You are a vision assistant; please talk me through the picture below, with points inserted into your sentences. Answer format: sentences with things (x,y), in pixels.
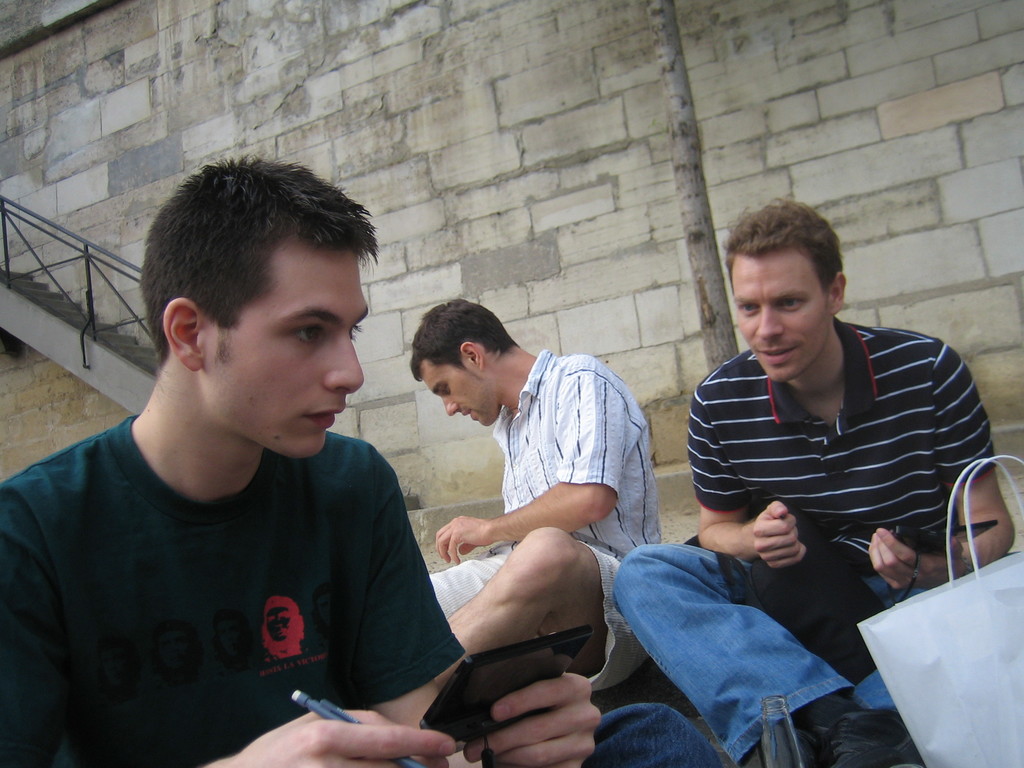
In this picture we can see a man (329,634) holding a pen (317,700) and an object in the hands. We can see a man (763,485) holding a black object (916,528). There is a person (544,517), some railing (82,342) and a wall (248,111) in the background (363,104).
